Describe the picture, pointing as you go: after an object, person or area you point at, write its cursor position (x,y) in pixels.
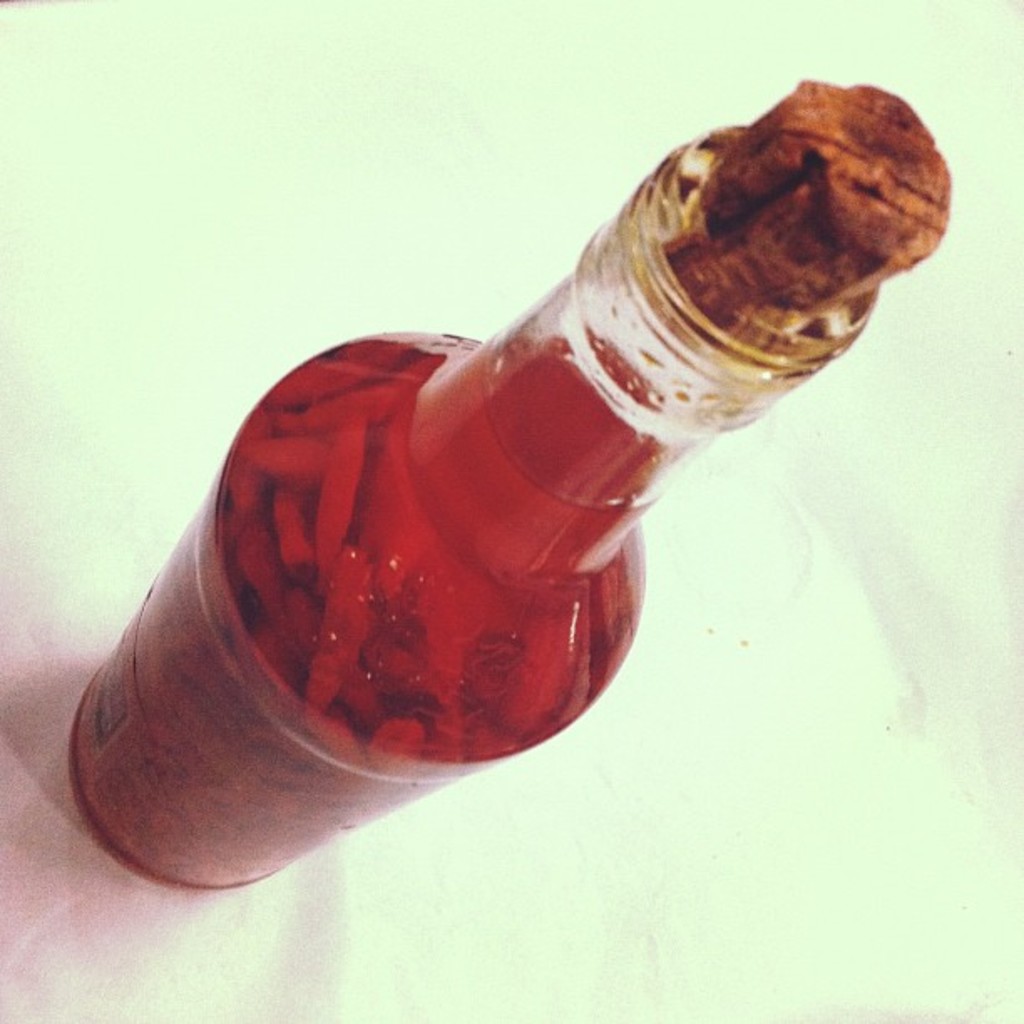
This is a bottle (415,538) with some liquid (415,538) and particles (331,544) in it and it is closed with a small wood piece (782,235).
